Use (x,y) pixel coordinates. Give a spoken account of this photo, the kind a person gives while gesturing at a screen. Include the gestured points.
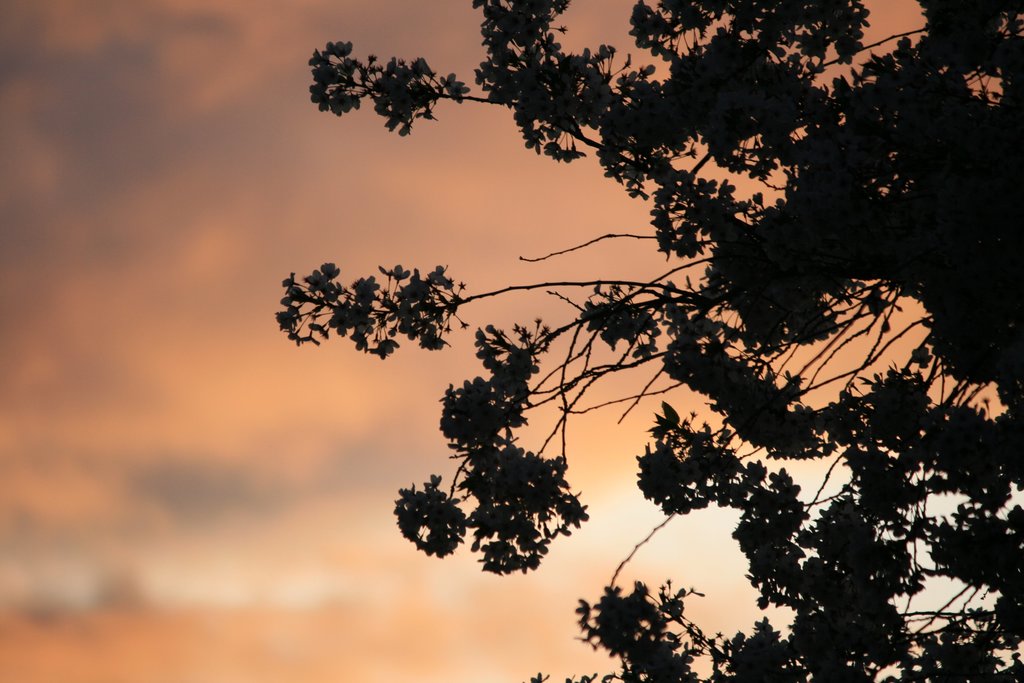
In this image we can see tree (613,305) and sky (365,371) in the background (407,230).
